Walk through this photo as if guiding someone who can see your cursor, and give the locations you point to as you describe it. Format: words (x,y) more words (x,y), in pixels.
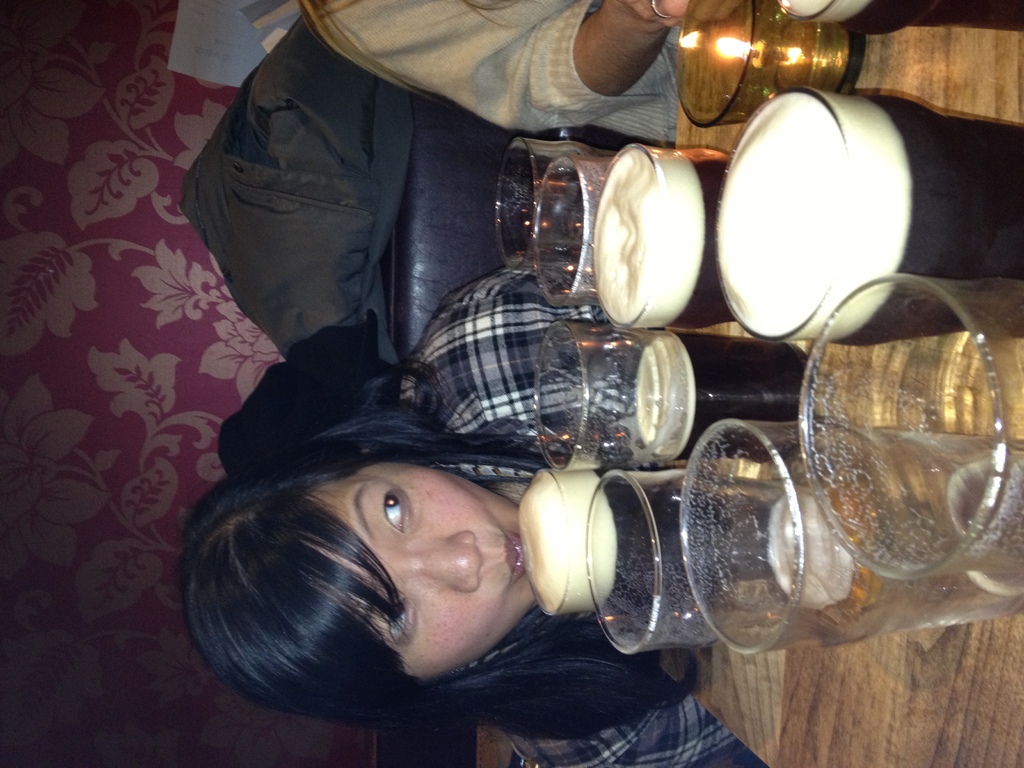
In this picture I can see the brown color surface (942,692) on which there are glasses (707,321) and I see liquid (813,233) in few glasses (747,256) and I can see a glass (716,69) in which there is light (727,42). In the background (573,759) I can see a woman (458,470) and another person (458,102) and I see the designs (65,270) on the left side of this picture (90,233).
